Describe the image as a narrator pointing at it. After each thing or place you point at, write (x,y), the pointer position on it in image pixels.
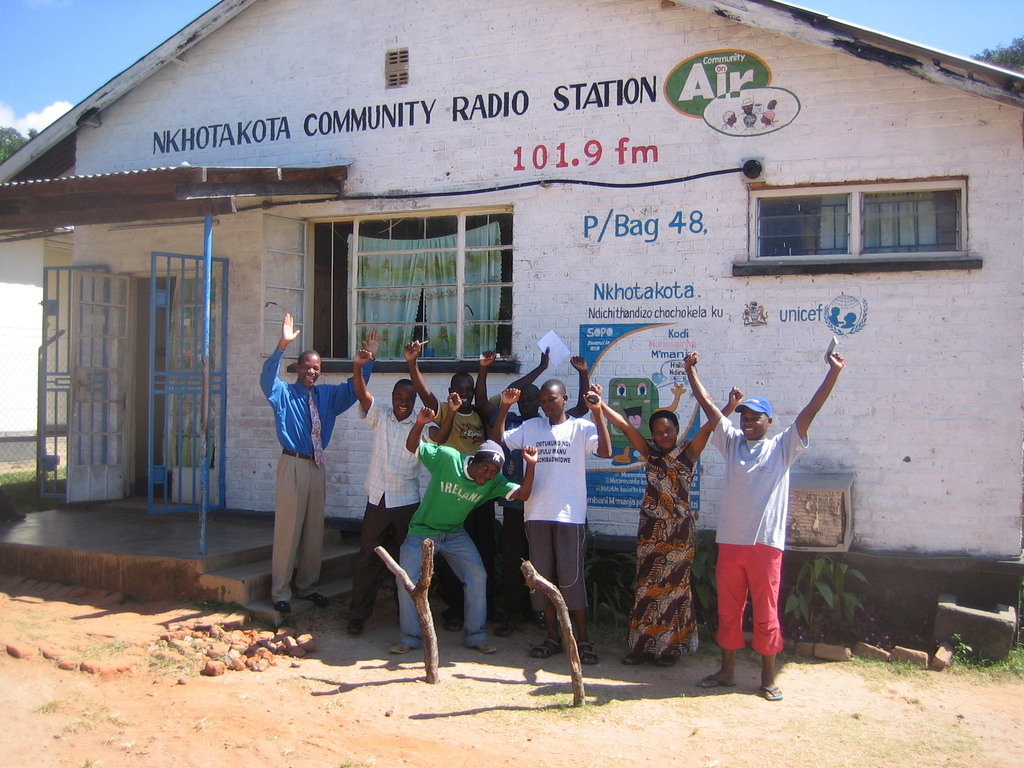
In this picture there are people (450,487) and we can see plants (605,562), grass (895,674), wooden objects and bricks (186,651). We can see house (823,152), windows (414,295), pole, door (187,356) and wall (583,121). In the background of the image (975,49) we can see trees (1002,53) and sky (20,82).
